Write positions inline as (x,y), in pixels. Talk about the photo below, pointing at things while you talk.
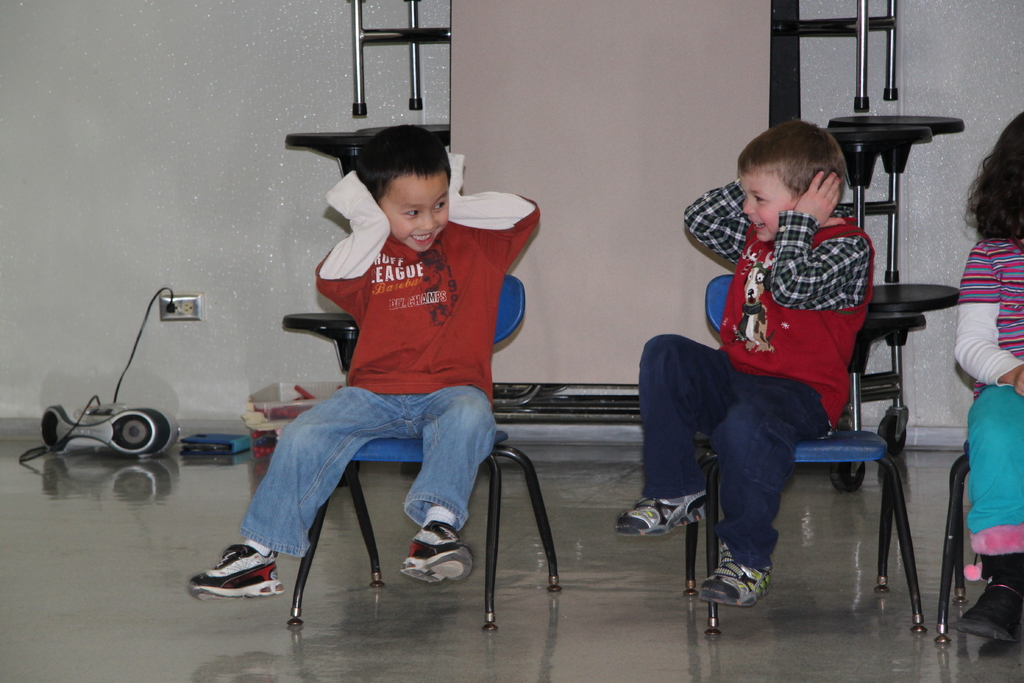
Here we can see two children (848,345) sitting on the chairs (554,550). They are smiling. This is floor (250,636). On the background (40,31) there is a wall (216,120).
